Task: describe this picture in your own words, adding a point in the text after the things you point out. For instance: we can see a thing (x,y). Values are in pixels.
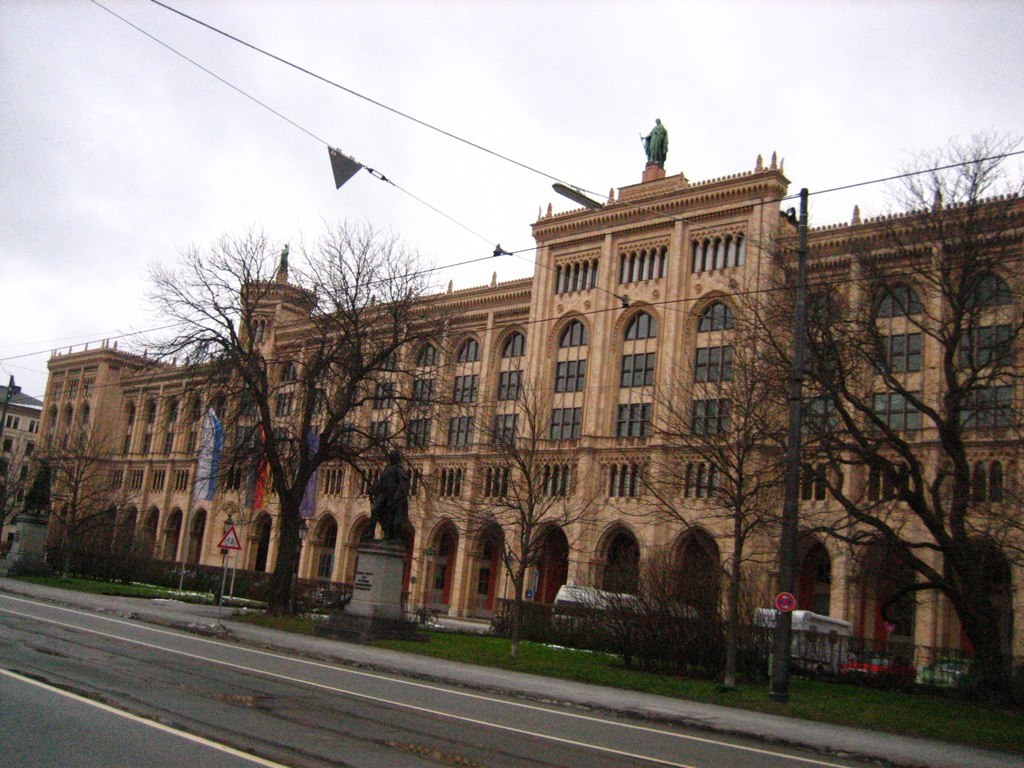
In this picture we can see a building (637,467), there are some trees (77,470), a statue (393,480), grass (612,668), a pole (222,588), a board (229,544), flags (210,438) present in the middle (386,508), we can see the sky (552,37) at the top of the picture (565,34), on the right side (924,673) there are two cars (910,670).
